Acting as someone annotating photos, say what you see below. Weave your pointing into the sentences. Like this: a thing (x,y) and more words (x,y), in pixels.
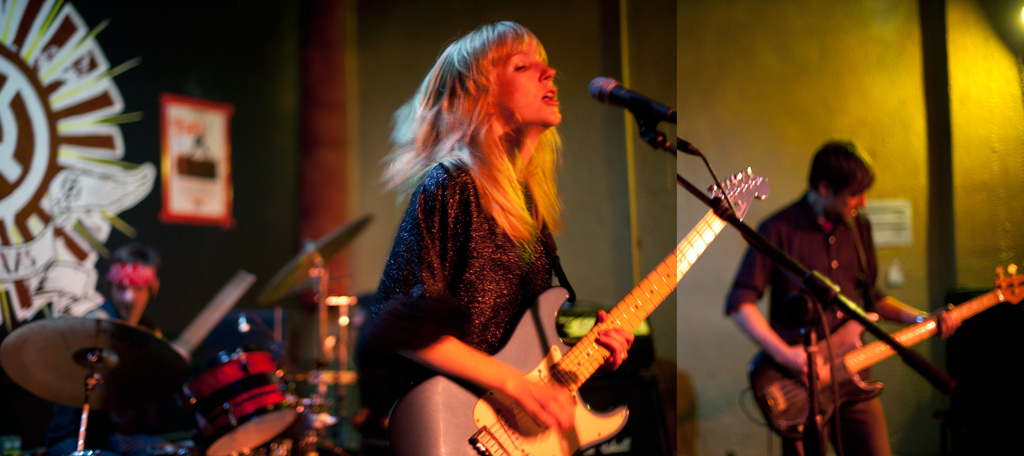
This picture shows a man (820,429) and a woman (421,185) playing guitar (436,455) and women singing with the help of a microphone (594,88) and we see a man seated and playing drums (106,323).
